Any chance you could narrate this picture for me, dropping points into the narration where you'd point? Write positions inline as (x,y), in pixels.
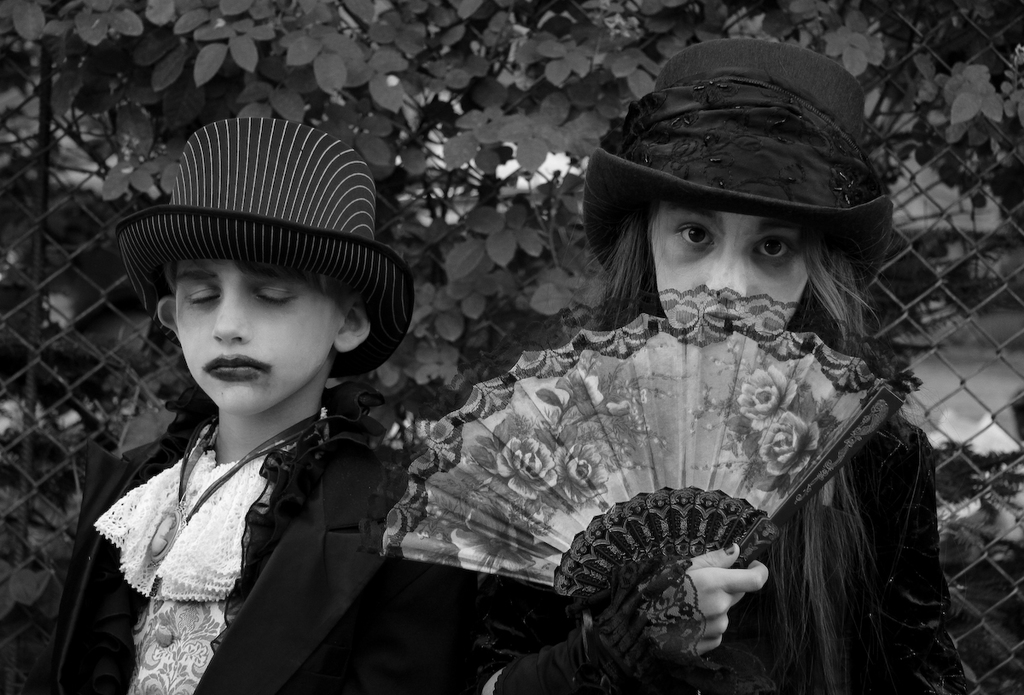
In this image we can see two persons (352,274) and among them a person (495,581) is holding a hand fan (604,507). Behind the persons (215,349) we can see a fencing (437,388) and plants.
